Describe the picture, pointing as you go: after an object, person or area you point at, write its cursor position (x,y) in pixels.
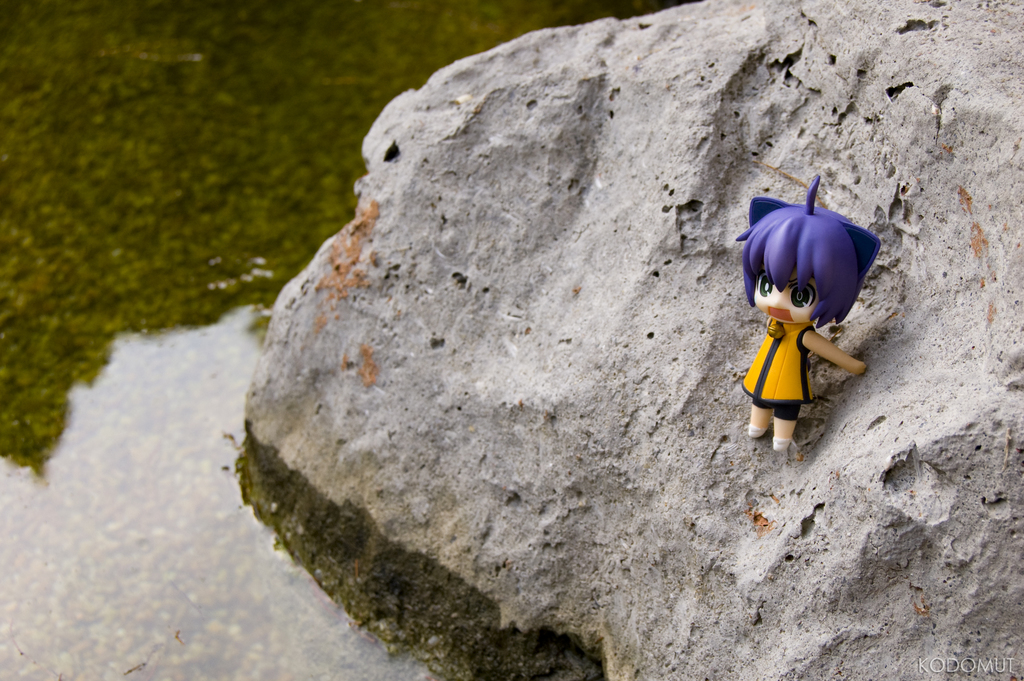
On the left side (171,585), there is water (181,598). On the right side (949,424), there is a toy girl (750,210) on a rock (834,327). On the bottom right (982,672), there is a watermark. And the background (416,15) is blurred.
